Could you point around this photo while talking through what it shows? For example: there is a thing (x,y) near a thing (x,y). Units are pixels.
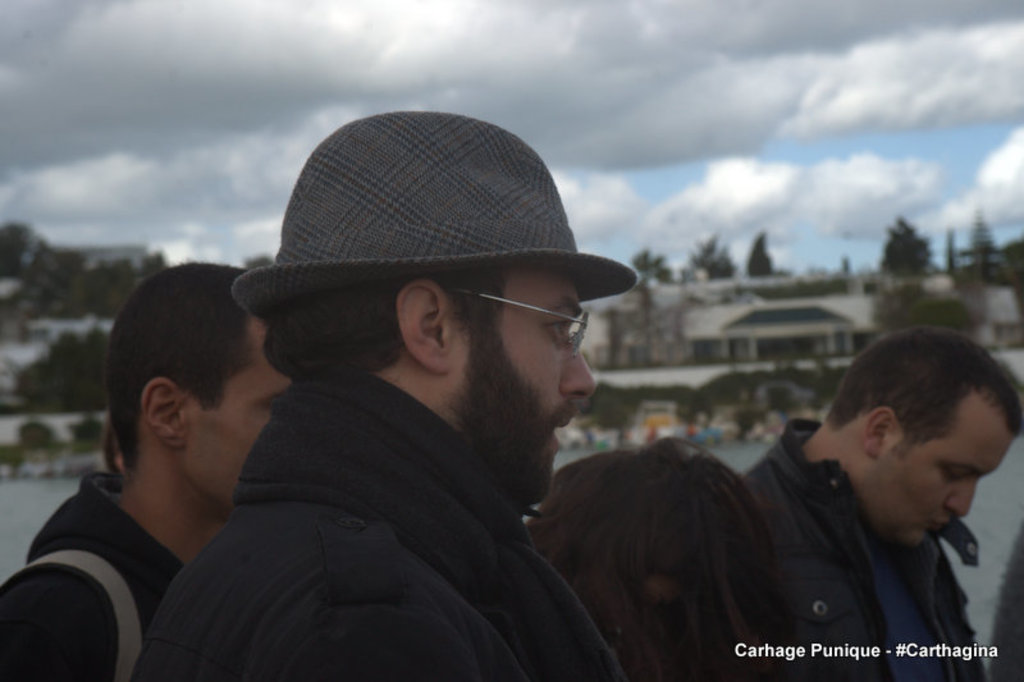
In this image there are so many people (417,569) standing together with hat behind them there are trees (88,406) and buildings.
